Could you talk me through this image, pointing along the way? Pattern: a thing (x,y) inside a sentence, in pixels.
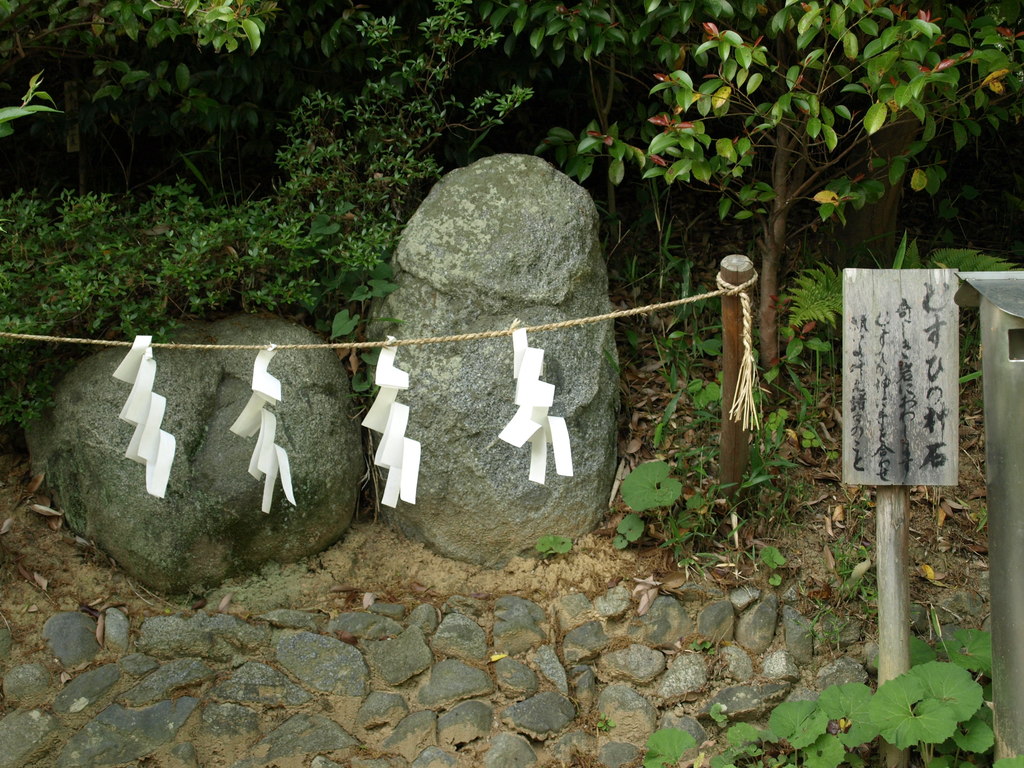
This picture is clicked outside. In the foreground (271,471) we can see the rocks (639,626) and there are some papers (522,356) hanging on the rope (747,295). On the right corner (951,338) we can see there are some objects (908,486). In the background (768,68) we can see the trees (349,62) and plants (987,208).
